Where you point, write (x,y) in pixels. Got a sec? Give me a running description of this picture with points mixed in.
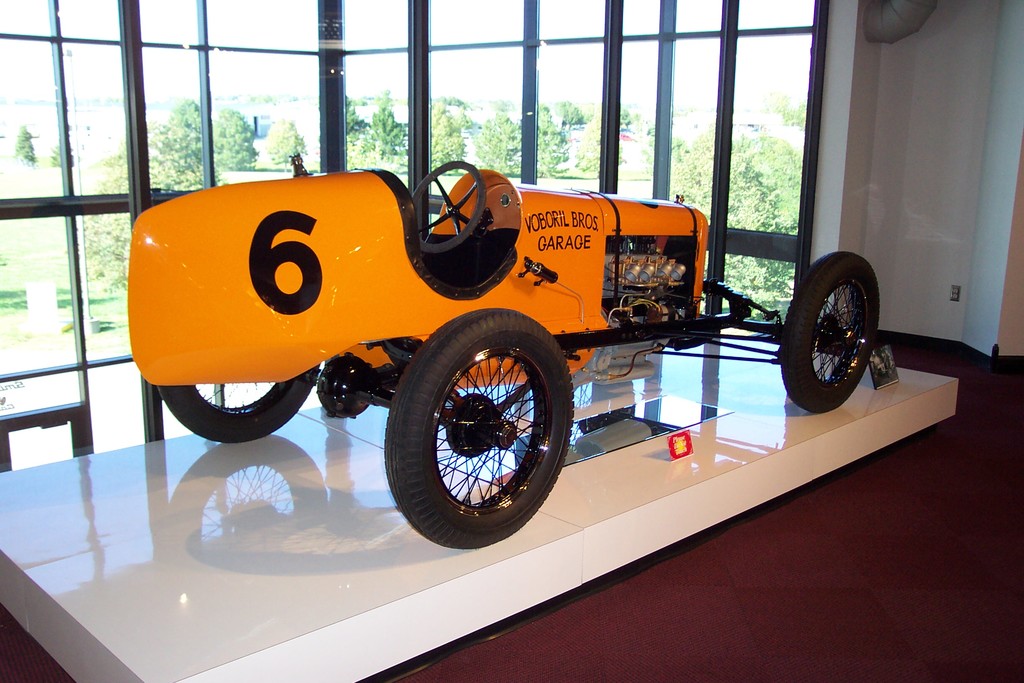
In this image we can see one vehicle (267,359) on the white object (270,572) which looks like a table (576,538), three objects (637,436) on the white surface (611,557) of the floor (827,630), two objects (881,32) attached to the wall (837,34), one glass wall (243,100) with rods (722,146), one white board (42,322) on the ground (45,336), one pole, two objects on the ground (48,341), some trees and grass (25,335) on the ground (55,353).
